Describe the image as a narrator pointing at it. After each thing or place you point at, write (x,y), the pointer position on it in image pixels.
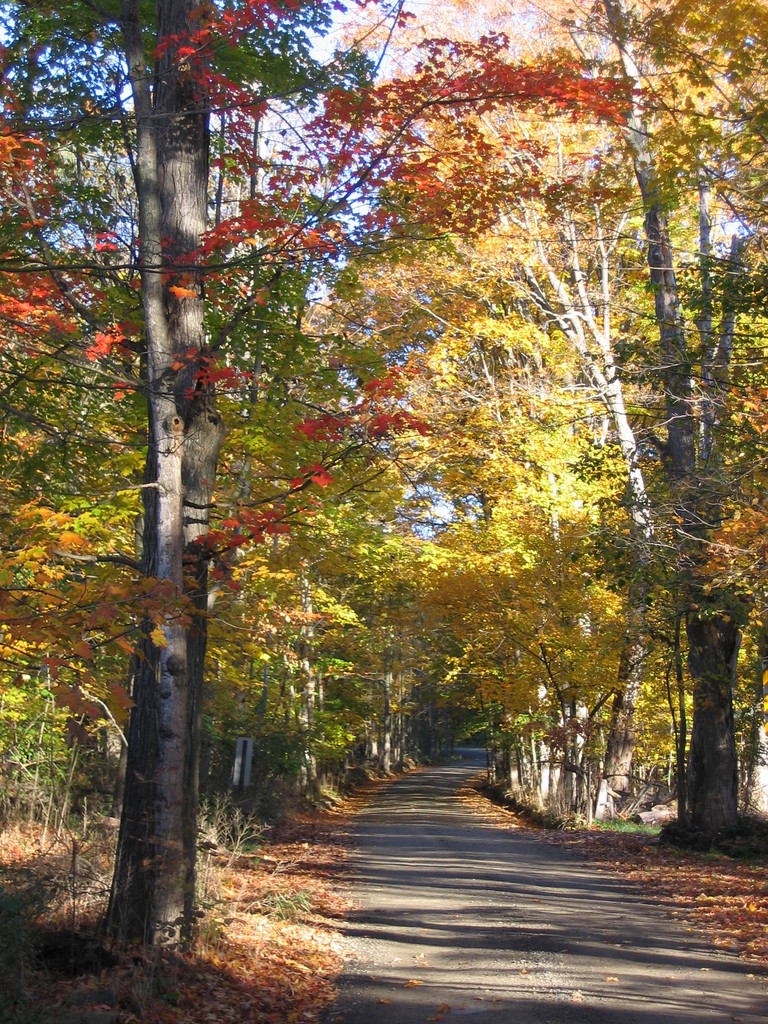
In this picture I can see many trees (447,749), plants (756,833) and grass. At the bottom (401,1021) there is a road (432,810), beside that I can see the leaves (758,864). At the top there is a sky (305,32).
